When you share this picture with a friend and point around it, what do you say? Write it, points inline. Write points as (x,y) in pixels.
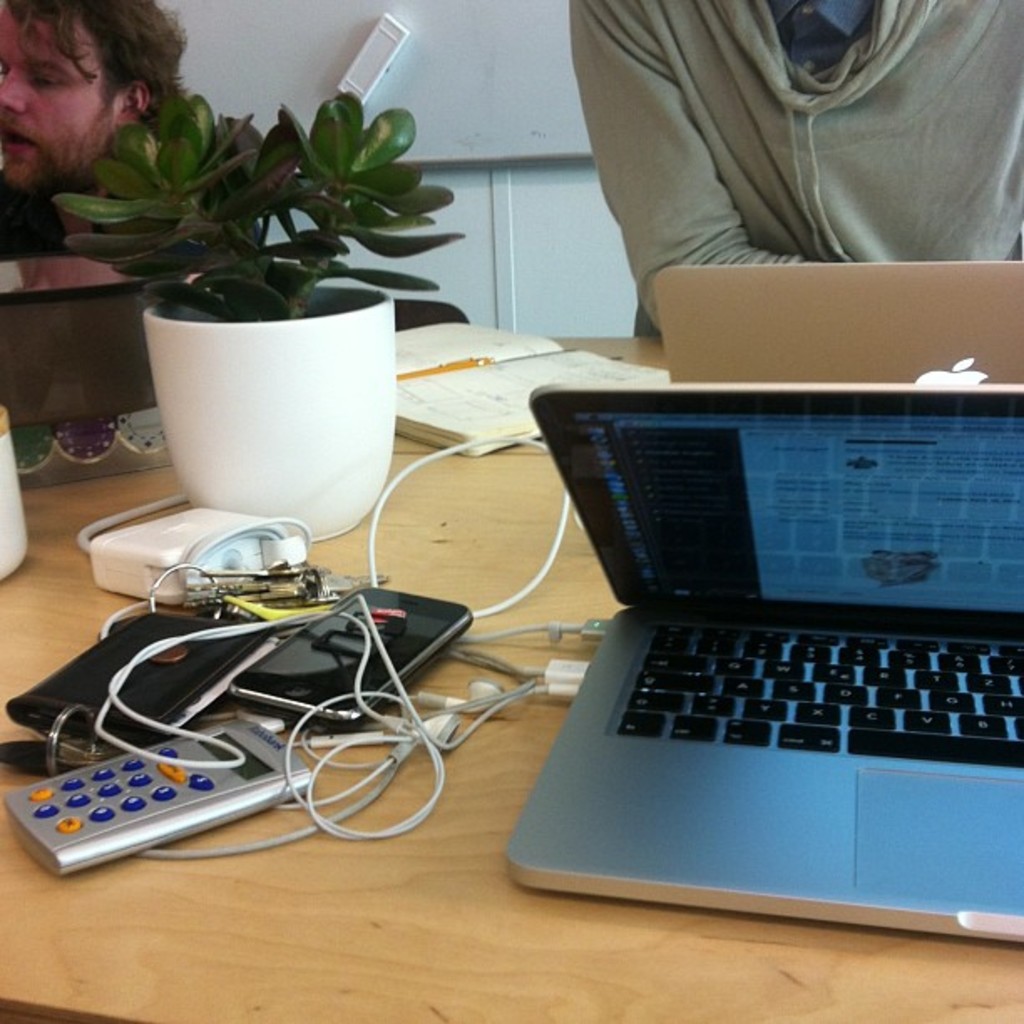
In this picture we can see two persons (958,124) near to the table (505,462) and on the table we can see houseplant (204,147), gadgets (134,776), laptop (962,686), headsets (495,685), pen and a book (509,364).
